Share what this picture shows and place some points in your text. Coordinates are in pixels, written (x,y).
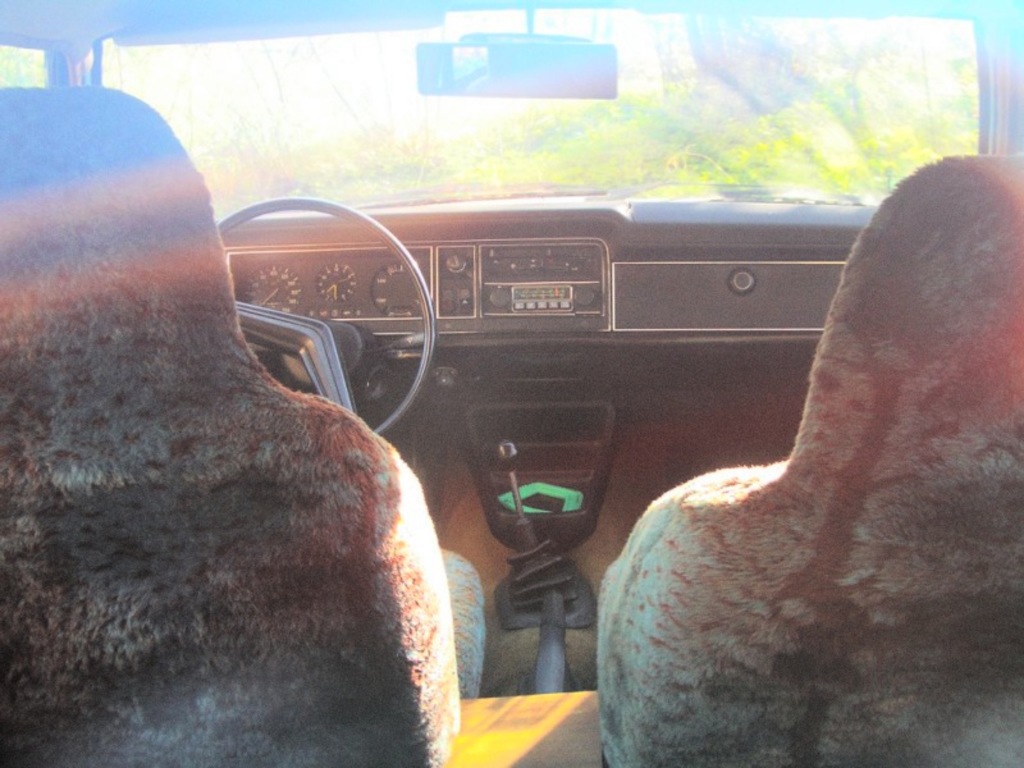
This picture is consists of inside part of a car (392,302), which includes seats (72,256), speedometer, steering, and Windscreen (424,171) in the image, there are trees (808,153) in front of a car (693,408).
